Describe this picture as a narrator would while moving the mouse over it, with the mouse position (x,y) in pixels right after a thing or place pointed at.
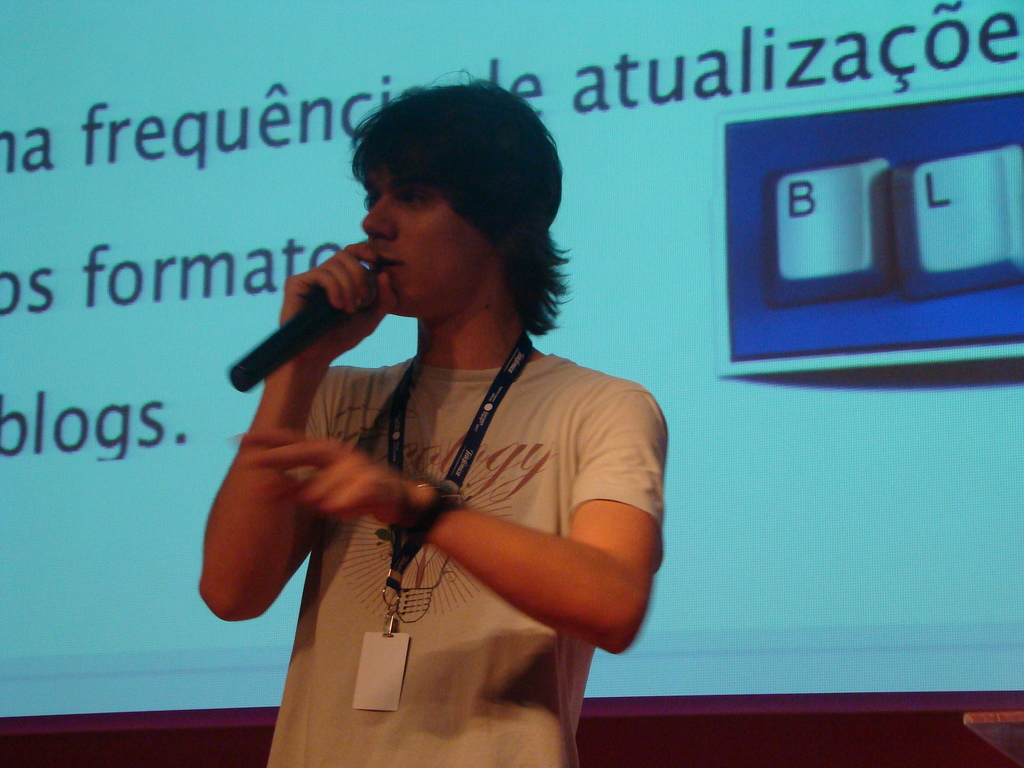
In the middle of the image (449,432) a boy (418,626) is standing and he is holding a mic (323,317) in his hand (346,292) and he is talking. In the background (891,595) there is a projector screen (167,430) with text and an image of keys (818,248) on it.
